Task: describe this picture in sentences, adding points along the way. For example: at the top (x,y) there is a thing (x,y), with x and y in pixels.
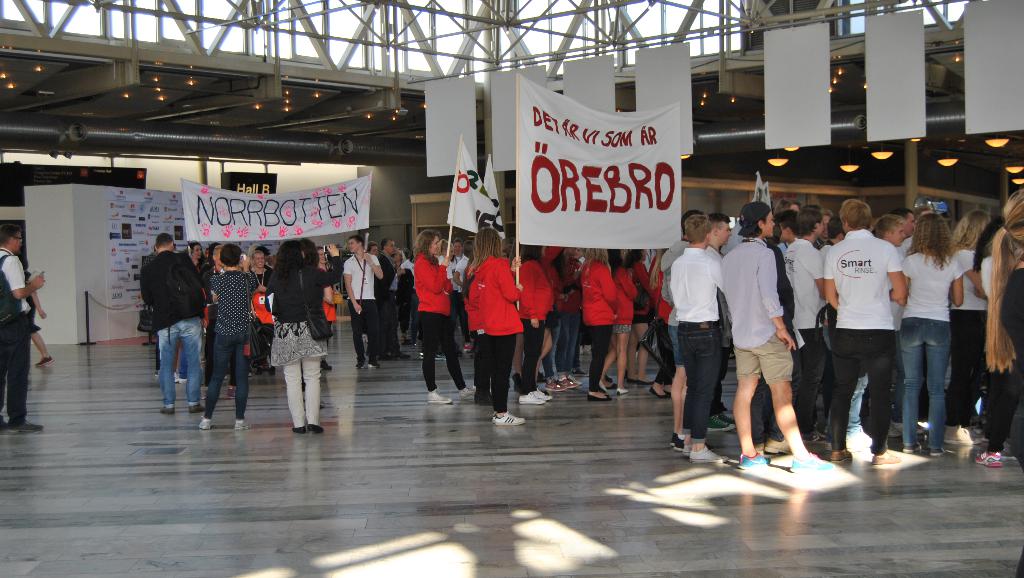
In the middle (582,274) a group of people (558,293) are standing with the banner (582,119), they wore red color coats (566,300), black color trousers (603,353). On the right side (954,291) few men (807,314) are standing, they wore white color t-shirts (798,305), on the left side (212,266) few persons (166,291) are standing they wore black color t-shirts (295,283), there are lights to the roof (146,73).
